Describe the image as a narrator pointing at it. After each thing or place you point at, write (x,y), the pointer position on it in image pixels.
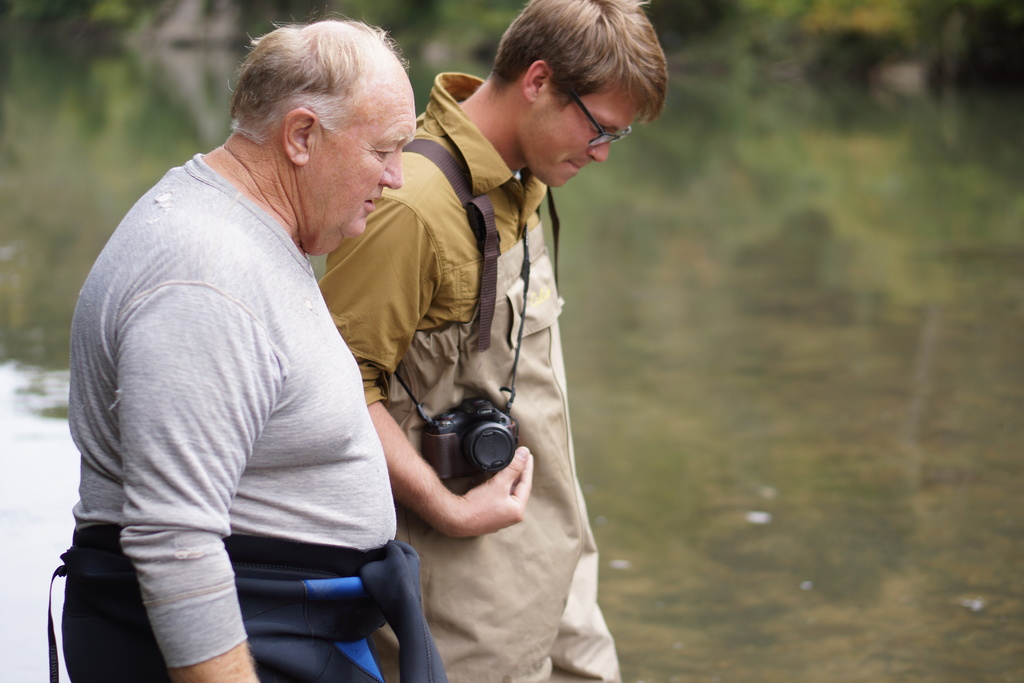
This image is taken outside of the city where the two persons (416,434) are taking a walk, this person (510,395) is holding a camera (474,438). In the background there are trees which are blurred.
